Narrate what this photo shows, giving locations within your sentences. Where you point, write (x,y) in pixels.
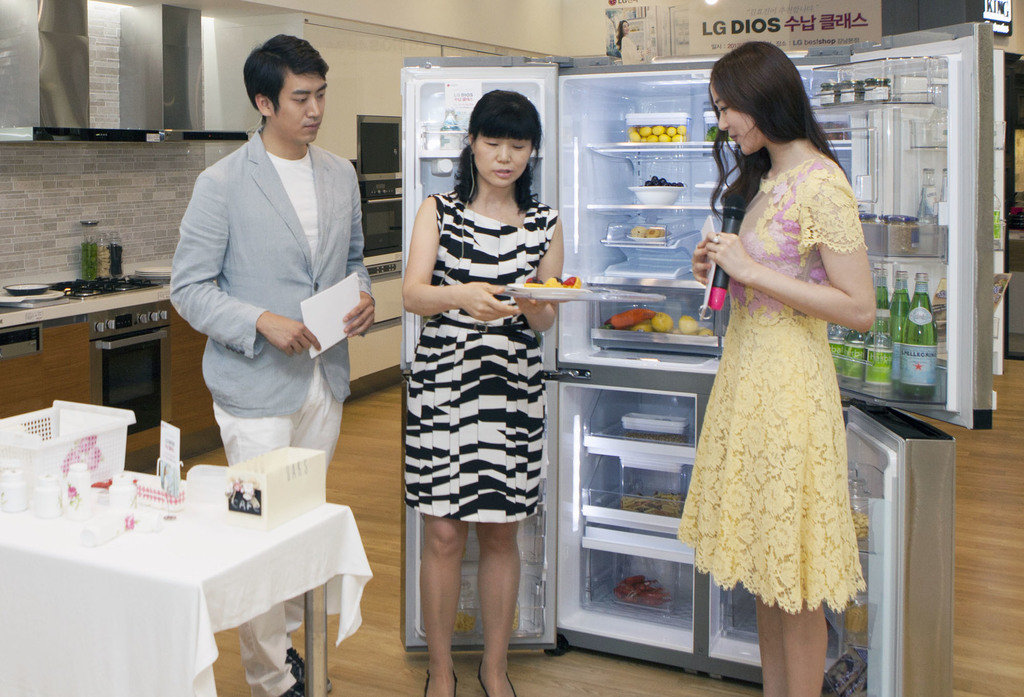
This 3 persons (516,374) are standing in-front of a fridge (627,272). In this fridge (615,278) there are bottles (875,329), fruits (689,327), bowl (641,193), container (665,125) and things (671,518). This is a stove (100,283) with oven (136,358). On this table (204,555) there is a basket (127,431) and box (245,507). This man (294,317) is holding a paper (343,317), this woman (465,314) is holding a plate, this woman (809,333) is holding a mic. Far there are posters (633,26) on wall (581,26).
